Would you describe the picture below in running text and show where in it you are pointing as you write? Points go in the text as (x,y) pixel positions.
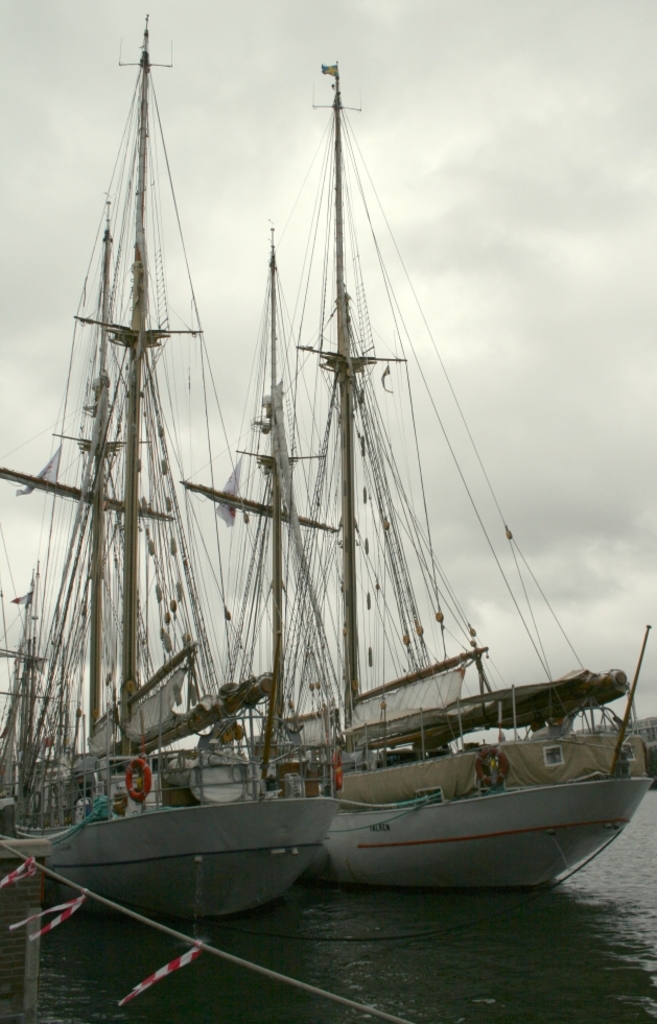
These are the two boats (251,846) on the water (359,912). I can see the life saving tubes (148,780) hanging to the boats (219,771). This looks like a rope (138,919). Here is the sky (499,101).
